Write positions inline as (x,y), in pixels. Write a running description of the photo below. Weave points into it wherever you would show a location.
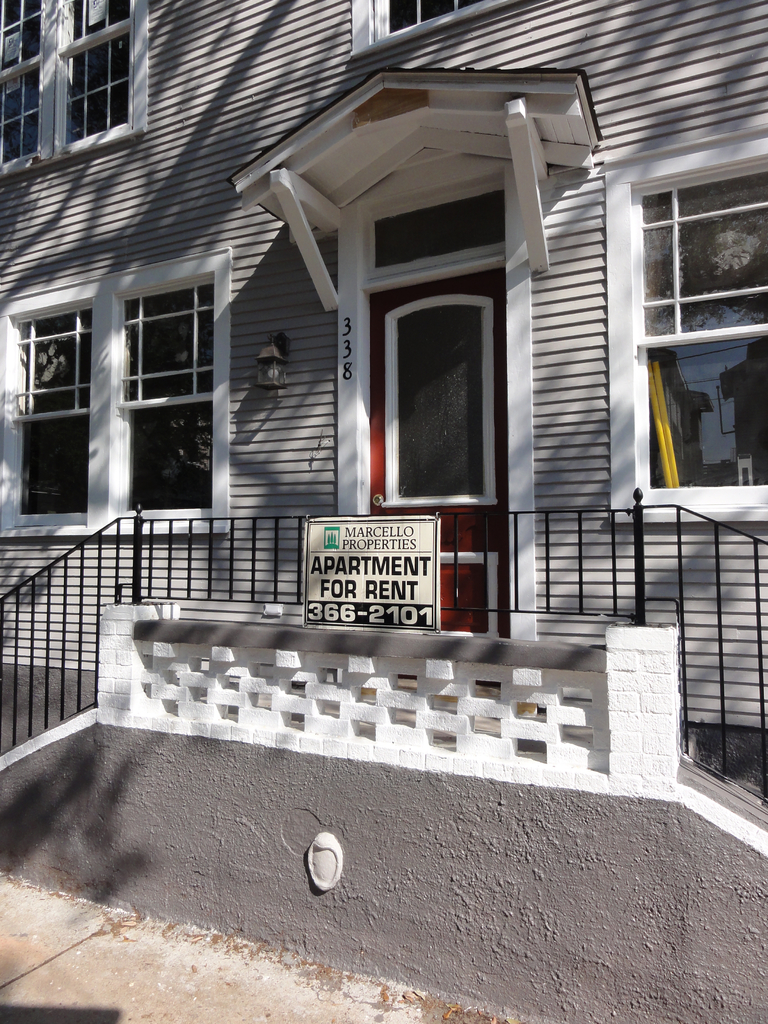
In this picture we can see some text (356,535) and numbers (344,610) on the board (402,574). There is some railing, a lantern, glass objects (434,349), windows (739,331) and other objects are visible on the building (295,349).
